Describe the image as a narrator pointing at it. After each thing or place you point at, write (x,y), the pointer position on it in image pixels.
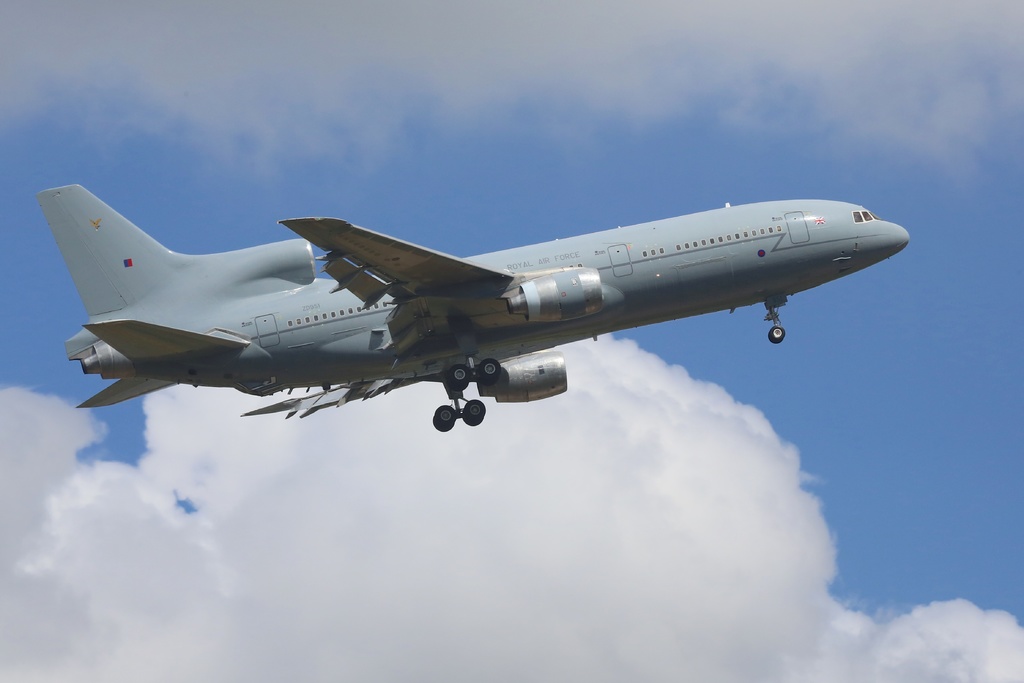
In this image I can see an aeroplane (530,301) which is in grey color. I can see wheels (477,419). The sky (596,175) is in blue and white color.
